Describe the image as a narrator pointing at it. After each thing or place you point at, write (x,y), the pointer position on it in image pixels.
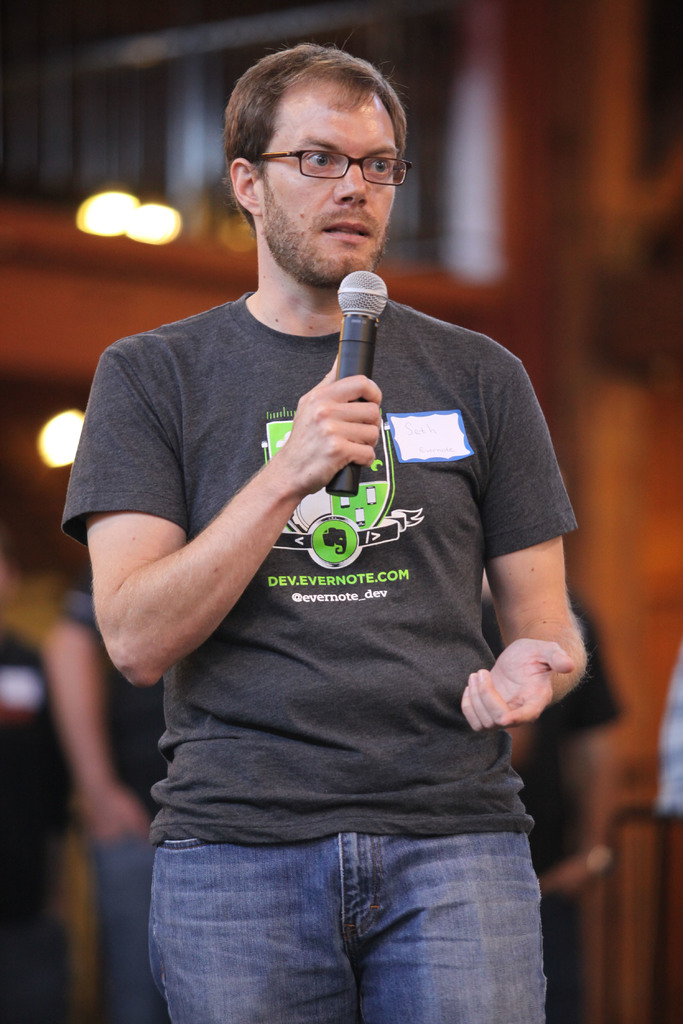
This is a close up of a man (274,605) standing, wearing clothes (370,611), spectacle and the man (223,464) is holding a microphone (361,285) in his hand (337,382). The background (395,278) is blurred.
